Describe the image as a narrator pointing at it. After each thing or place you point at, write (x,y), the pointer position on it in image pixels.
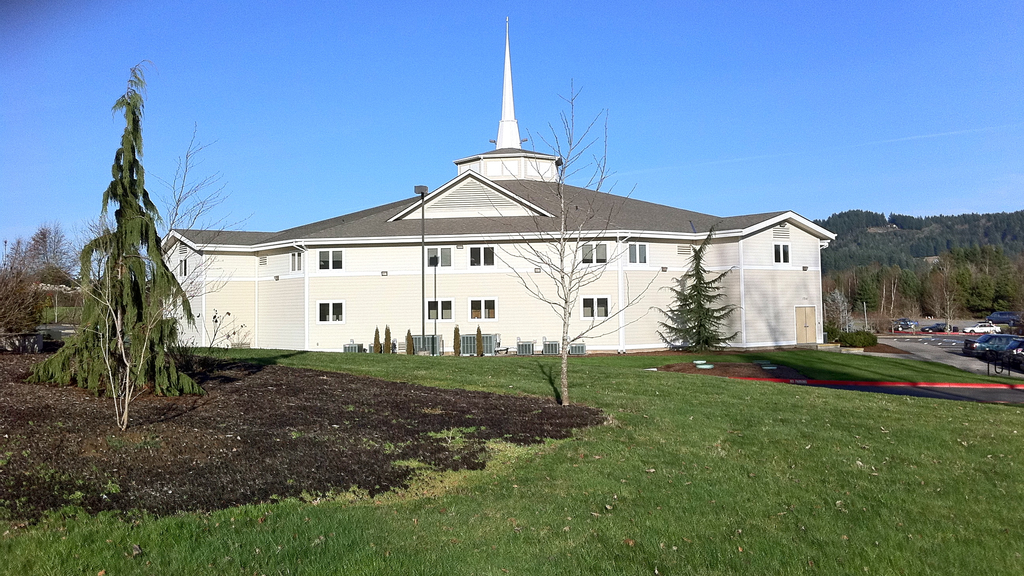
In this image there is a building (349,291) and we can see trees (824,307). On the right (911,327) there are cars (979,332) on the road (940,346). In the background (312,187) there is sky (354,6). At the bottom (532,482) there is grass (532,482).
